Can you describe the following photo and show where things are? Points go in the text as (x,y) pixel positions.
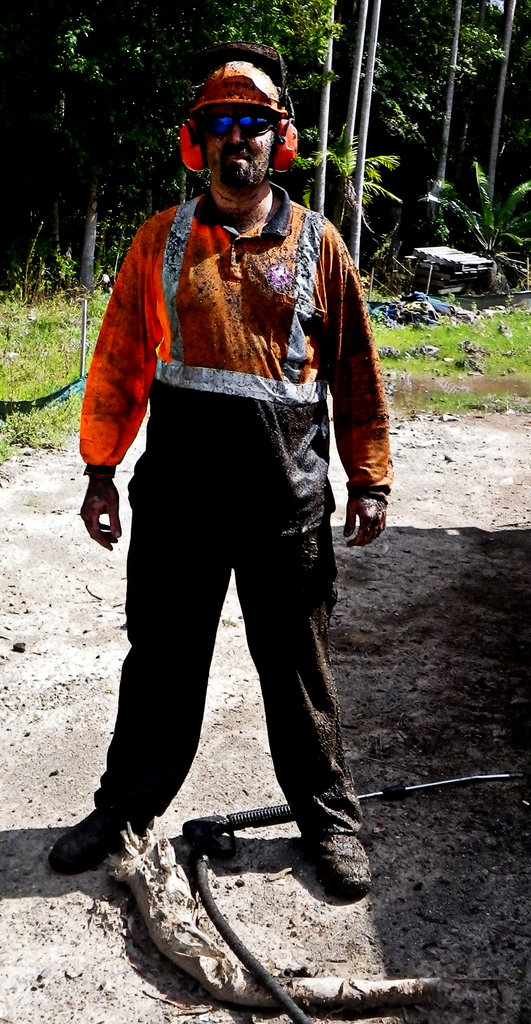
In this image there is a man (277,504) standing on a land (292,850), in the background (425,31) there are trees (174,150).
